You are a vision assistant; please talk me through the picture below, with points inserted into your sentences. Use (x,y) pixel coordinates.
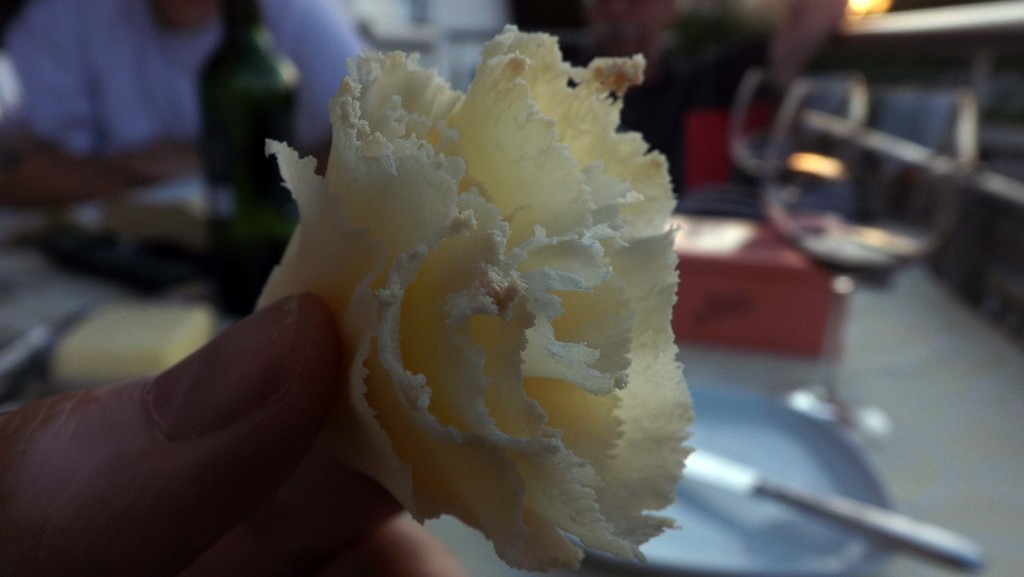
In this image we can see some person (200,352) holding the food item (421,267). In the background (241,114) we can see the bottle (235,103), glasses (875,143), plate (840,431) and also the knife (919,525) on the table (916,443). We can also see the persons (100,8).
